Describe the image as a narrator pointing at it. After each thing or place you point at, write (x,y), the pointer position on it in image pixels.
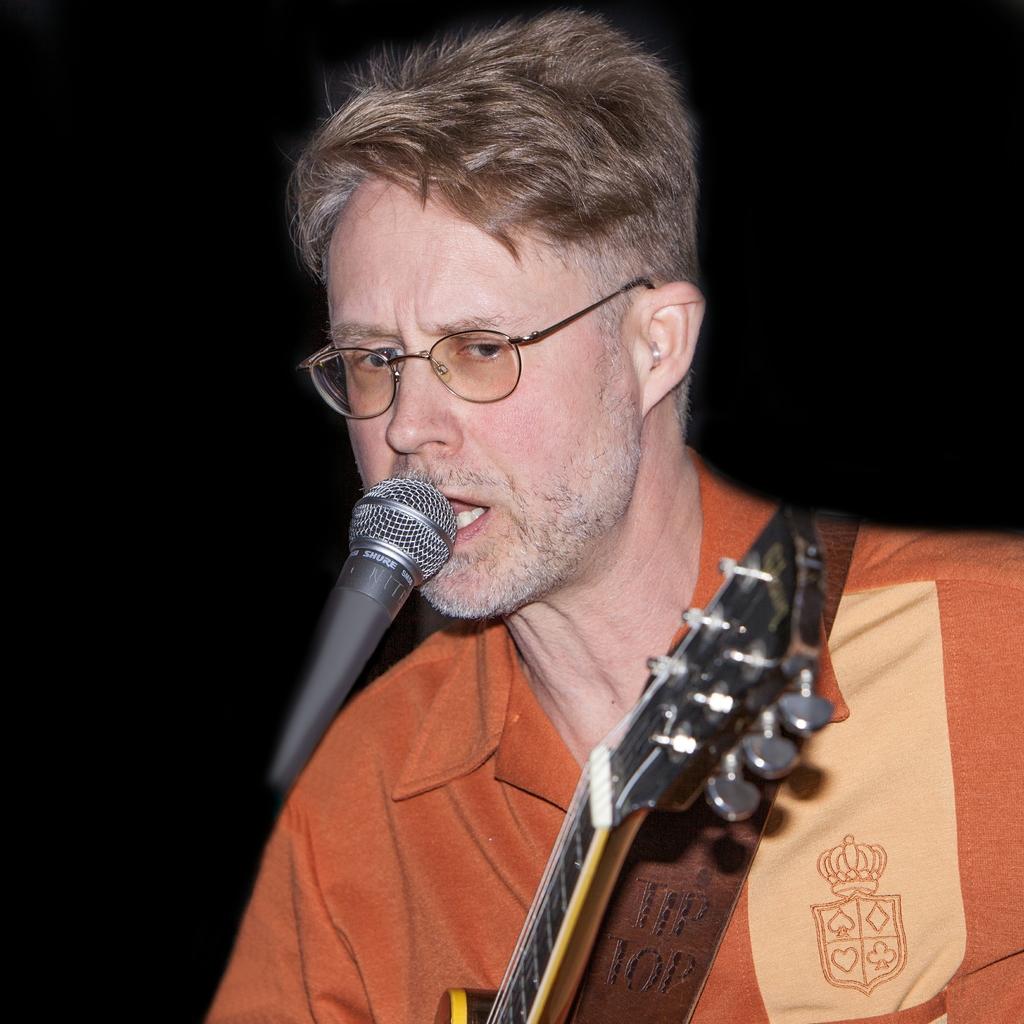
The picture consists of only one person (829,766) wearing a orange t-shirt (833,847) and holding a guitar (585,921) and singing in front of the microphone (375,563) and he is wearing glasses (487,365).
